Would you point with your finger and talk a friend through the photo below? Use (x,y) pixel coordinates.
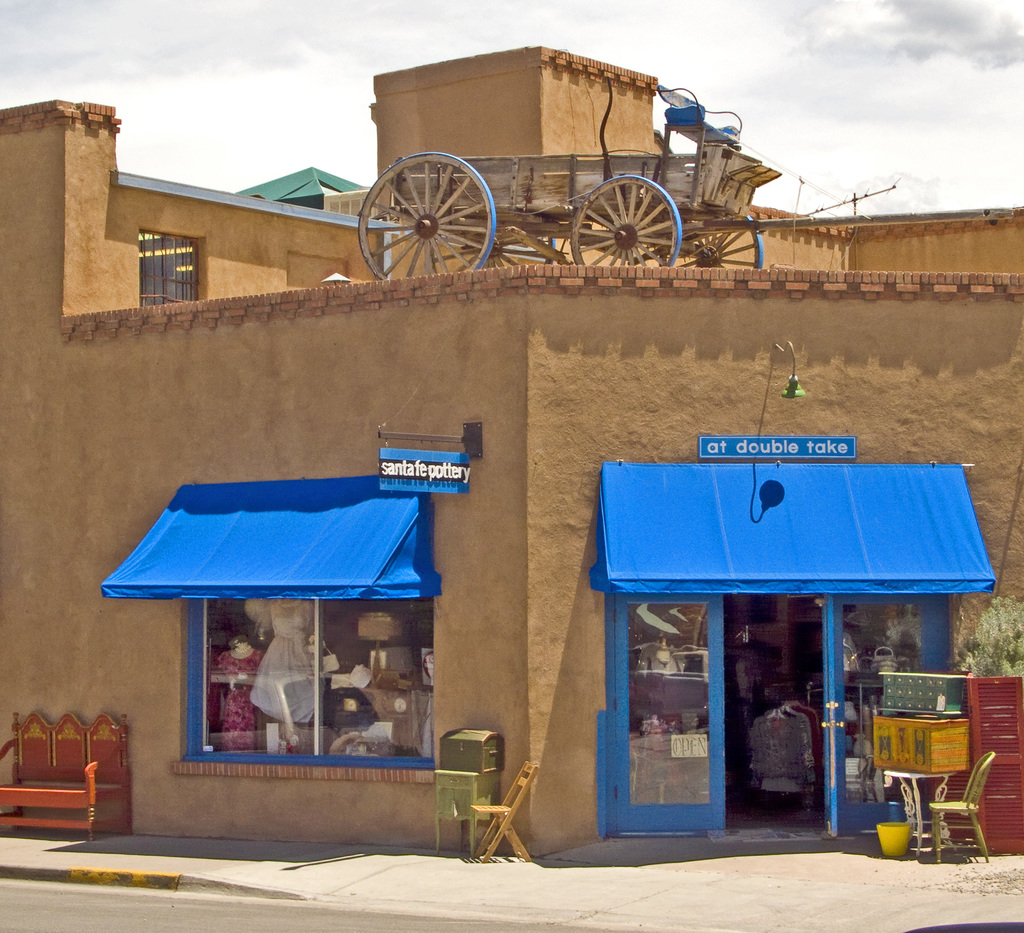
In this picture we can see the store (875,246), and the wall (541,780) with some objects (863,537) attached to it, we can see a cart (730,199), we can see the path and some objects (476,813) on the path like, bench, chairs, trays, and we can see plant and the sky (374,172).
